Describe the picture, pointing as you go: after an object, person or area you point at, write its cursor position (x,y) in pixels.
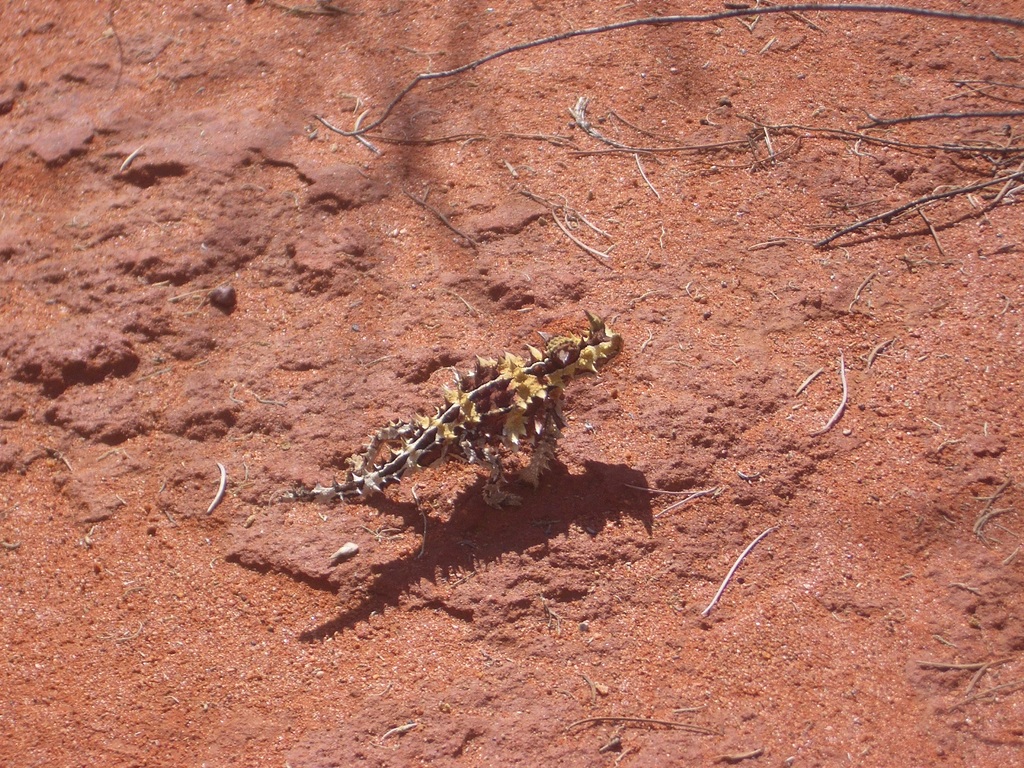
In this image there is a small reptile (454,424) on the red sand (668,521). On the right side (961,94) top corner there are wooden sticks (892,141).
